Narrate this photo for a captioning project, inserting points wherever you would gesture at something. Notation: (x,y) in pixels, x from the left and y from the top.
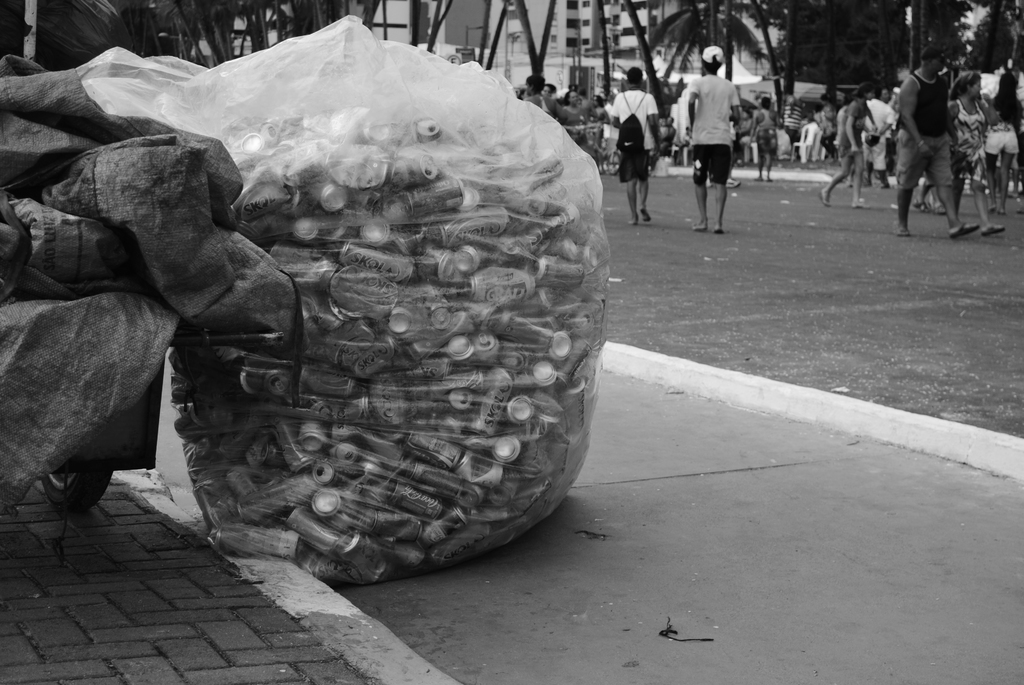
In this image I can see people (885,111), tin cans (453,346) in a plastic bag (370,316) and trees (679,40). In the background (557,52) I can see buildings (575,32). This picture is black and white in color.
